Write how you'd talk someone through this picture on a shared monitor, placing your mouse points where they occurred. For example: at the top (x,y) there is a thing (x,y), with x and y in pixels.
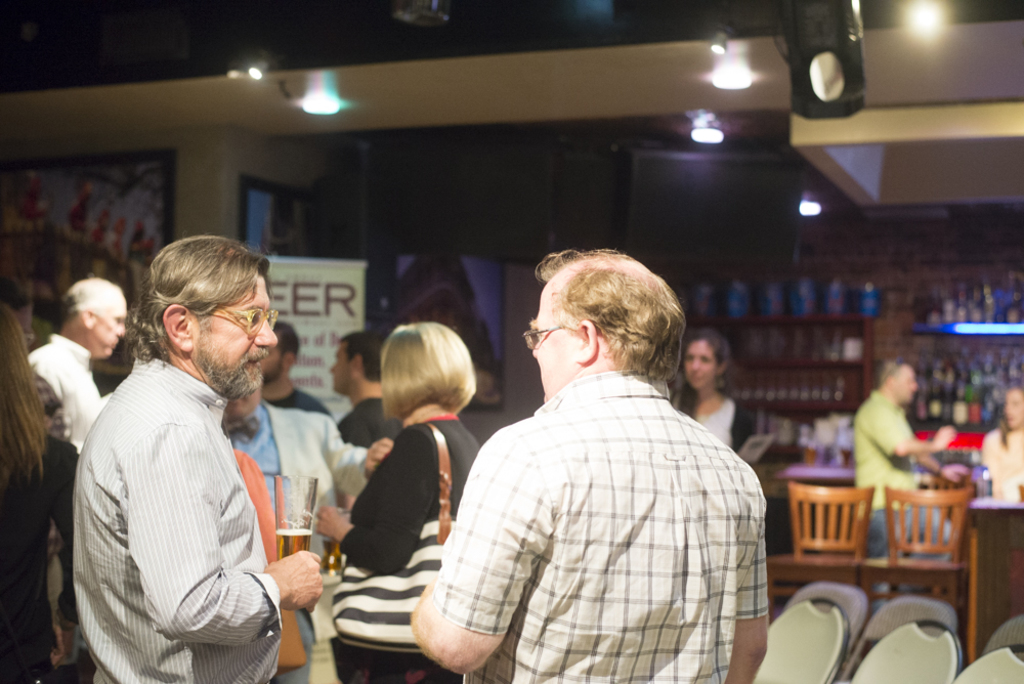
There are some people (259,466) standing in this room (343,468). Some of them were men (203,299) and women (406,538). In the background (820,528) there are two chairs (865,504) and a man (879,451) standing near the table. There is a wall (558,233) here.
